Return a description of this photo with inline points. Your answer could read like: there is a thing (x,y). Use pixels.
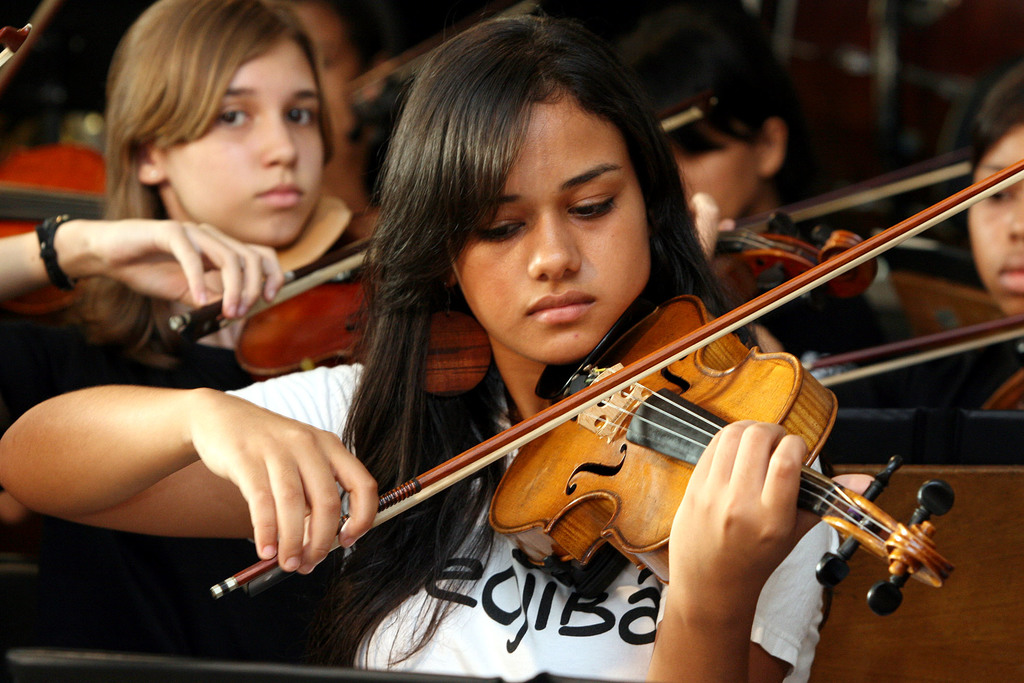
In this picture few people (563,237) are playing violin (736,370).
